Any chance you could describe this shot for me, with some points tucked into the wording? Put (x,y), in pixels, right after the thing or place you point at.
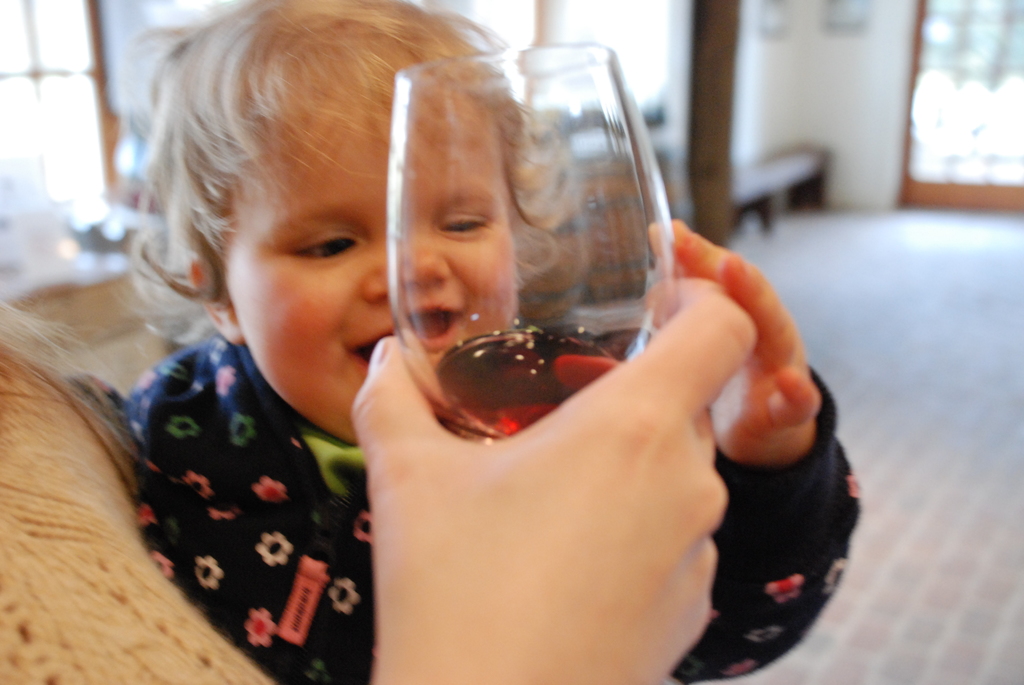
In the foreground of the picture (252,406) there is a baby (322,367) and there is a person (74,538) holding a glass (546,301). The background (17,110) is blurred. In the background (722,72) there are windows (64,60), pillar (722,72), wall (774,72) and door (973,95).
